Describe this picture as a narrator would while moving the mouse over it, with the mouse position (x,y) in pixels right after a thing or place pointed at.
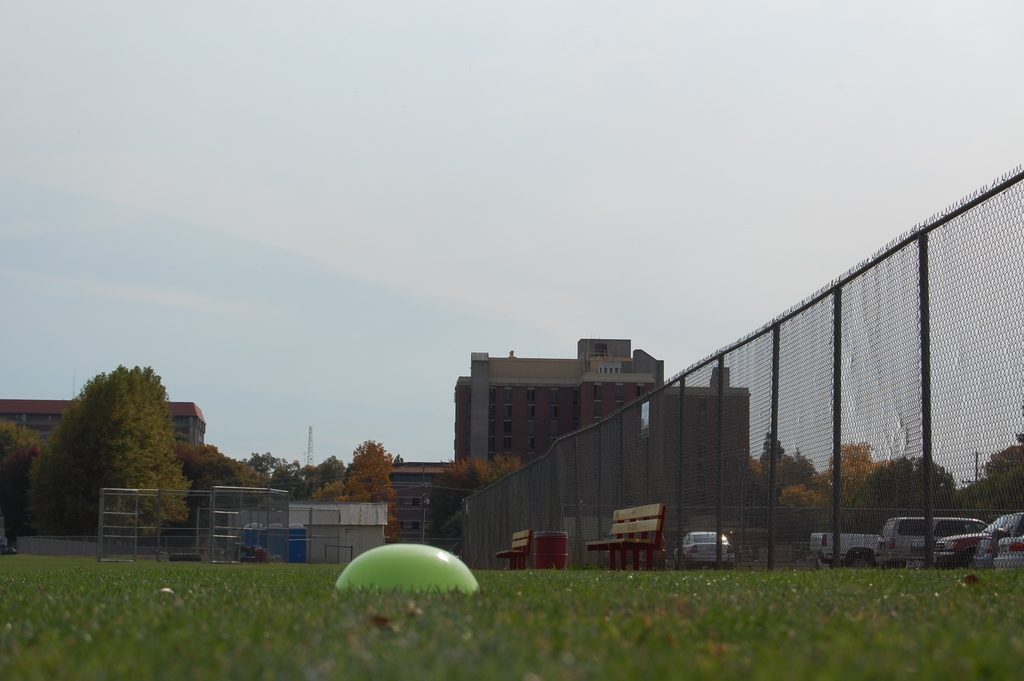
In this image we can see a ball (390,575) on the grass (432,630). We can also see some benches (622,565) beside the fence (581,503) and some cars (900,554). On the backside (312,468) we can see a building (487,438) with windows (555,427), trees (258,462), a tower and the sky (354,355).
